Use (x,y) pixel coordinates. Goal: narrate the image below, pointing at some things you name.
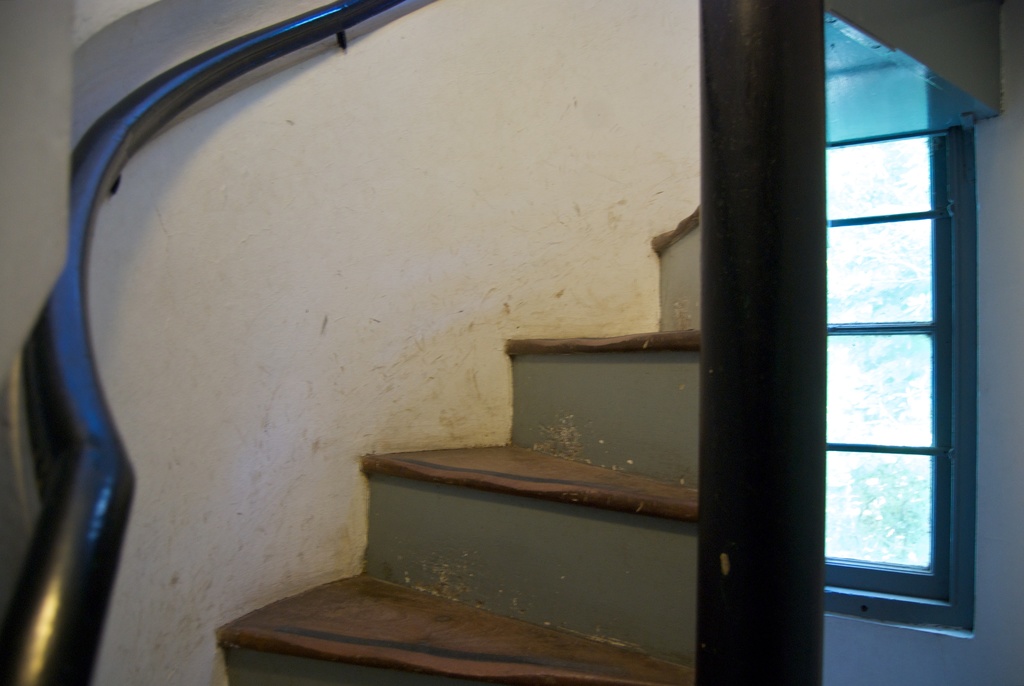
In this image I can see the window (846,361) through which I can see few trees (863,536) and I can see few stairs (530,393), the white colored wall (436,285) and the black colored metal rod (344,34).
